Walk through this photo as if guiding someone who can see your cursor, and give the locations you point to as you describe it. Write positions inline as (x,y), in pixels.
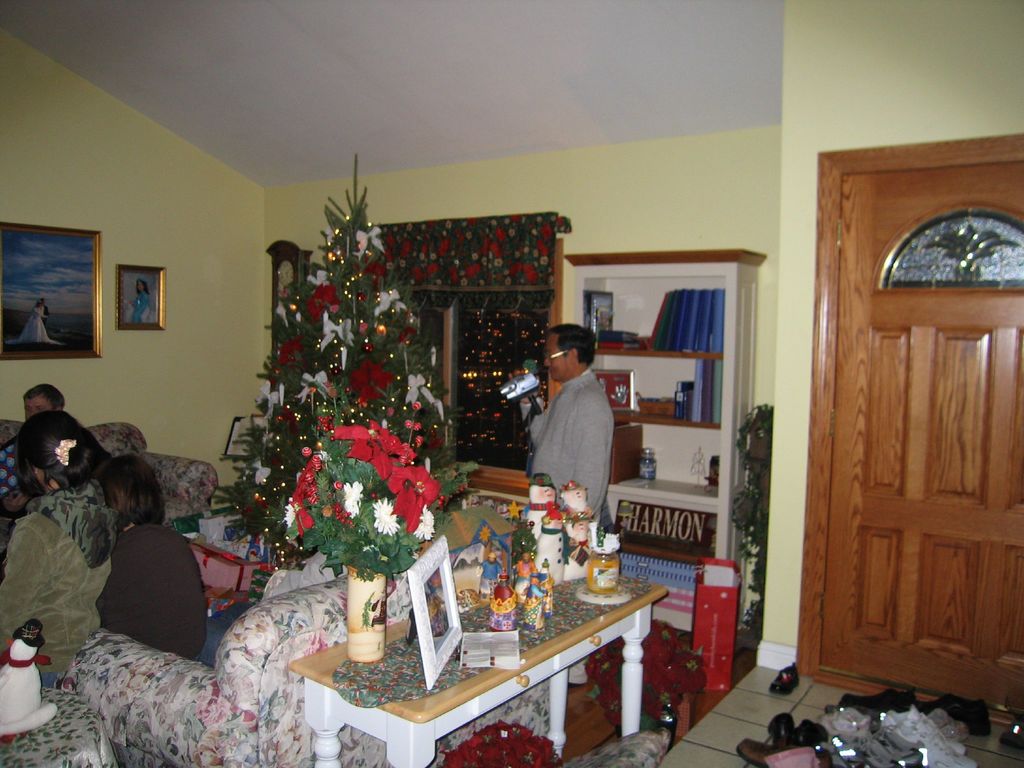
in a room (620,698) there is a table (425,715) on which there are flower pot (386,574), photo frame (452,595), toys (538,619) and other objects (492,651). Behind that people (169,594) are seated on the sofa (131,691). At the back (270,450) there is a Christmas tree (374,338). A person (560,436) is standing in the center (565,461) holding a camera (533,386). Behind him there is a shelf (674,279) in which there are books (677,393). To its left there is a window (473,362). At the back (180,205) there is a yellow wall (282,190) on which there are 2 photo frames (132,293) at the left (146,287). At the right (917,308) there is a door (891,566), in front of it there are shoes (828,738).
